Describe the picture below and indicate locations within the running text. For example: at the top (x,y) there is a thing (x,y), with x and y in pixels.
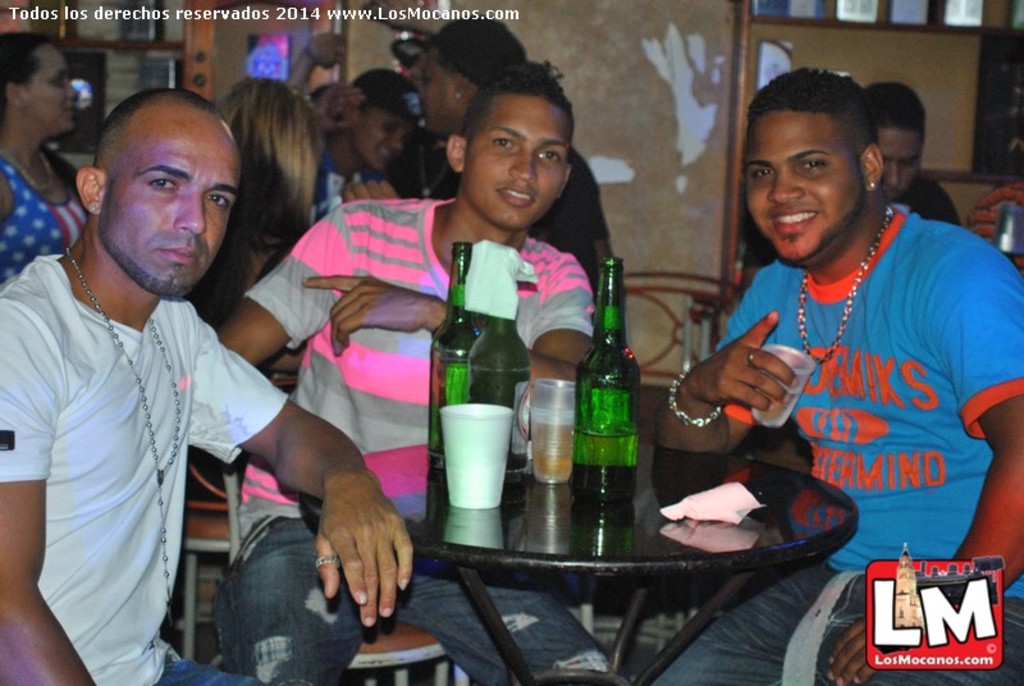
In this picture we can see three persons (921,438) sitting on chairs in front of a table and on the table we can see bottles (588,426), glasses (534,436). On the background (932,123) we can see compartments (923,91).
